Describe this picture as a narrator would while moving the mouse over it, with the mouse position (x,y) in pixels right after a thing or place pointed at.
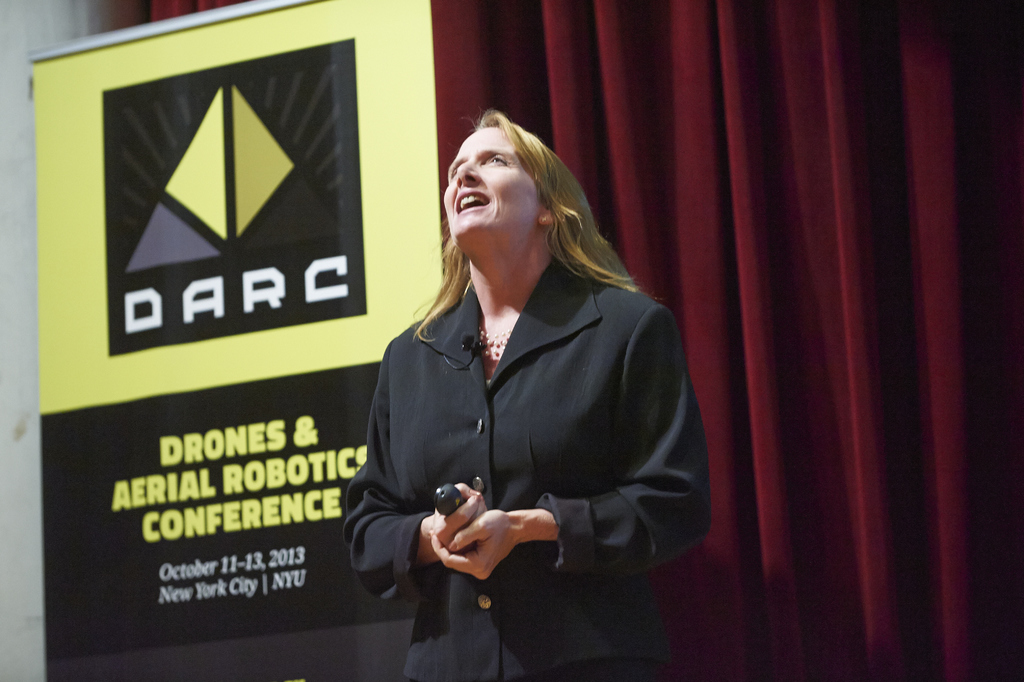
In this image, we can see a person (466,492) holding an object (437,506) and standing. We can also see a board (227,363) with some text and image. We can also see the curtain (717,87).
